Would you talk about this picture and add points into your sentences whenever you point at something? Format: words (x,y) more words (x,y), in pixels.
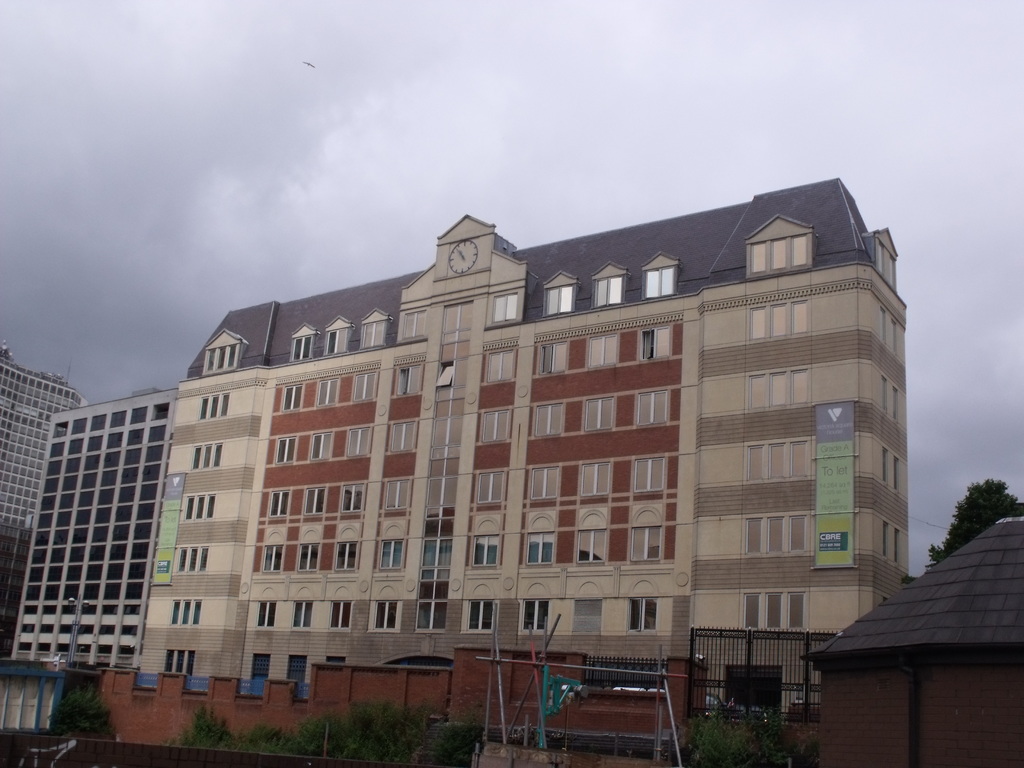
In this image there are buildings (356,625), trees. In front of the buildings (387,657) there is a compound wall (392,674) with a metal gate (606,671), in front of the compound wall (413,684) there are plants (392,726) and some wooden sticks (501,701).
